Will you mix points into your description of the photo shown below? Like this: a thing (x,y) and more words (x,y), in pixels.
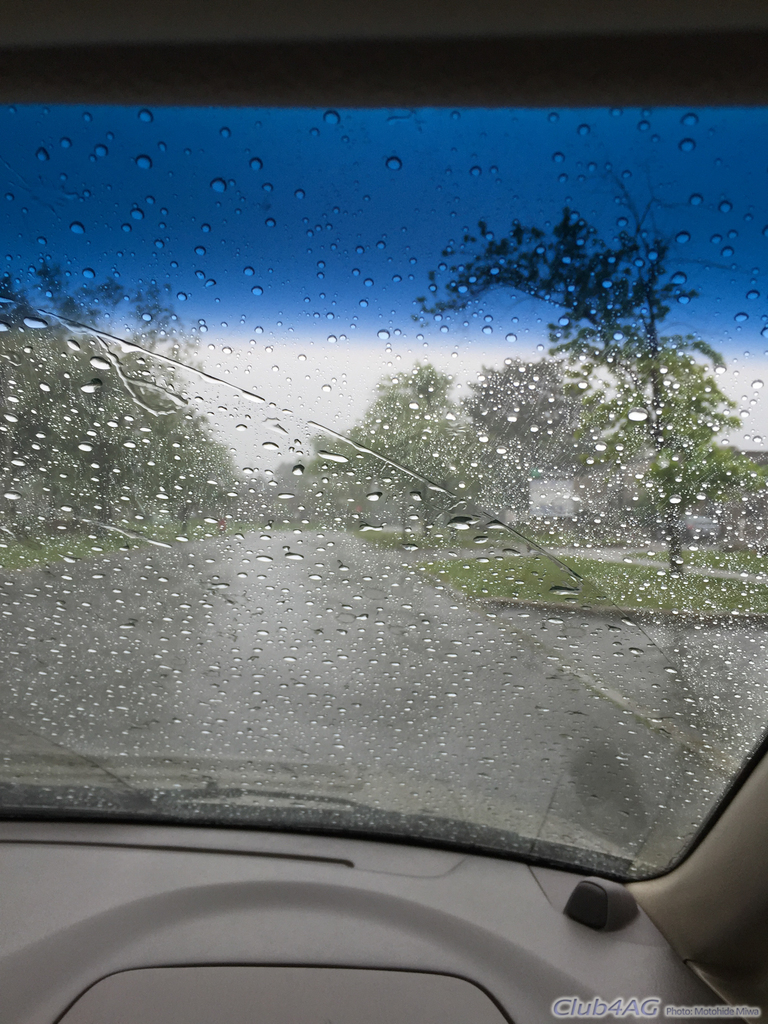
We can see vehicle glass window (347,289), on this glass window (187,443) we can see water bubbles (200,528), through this glass window (372,570) we can see road (349,660), trees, grass (527,564) and sky (270,377).
